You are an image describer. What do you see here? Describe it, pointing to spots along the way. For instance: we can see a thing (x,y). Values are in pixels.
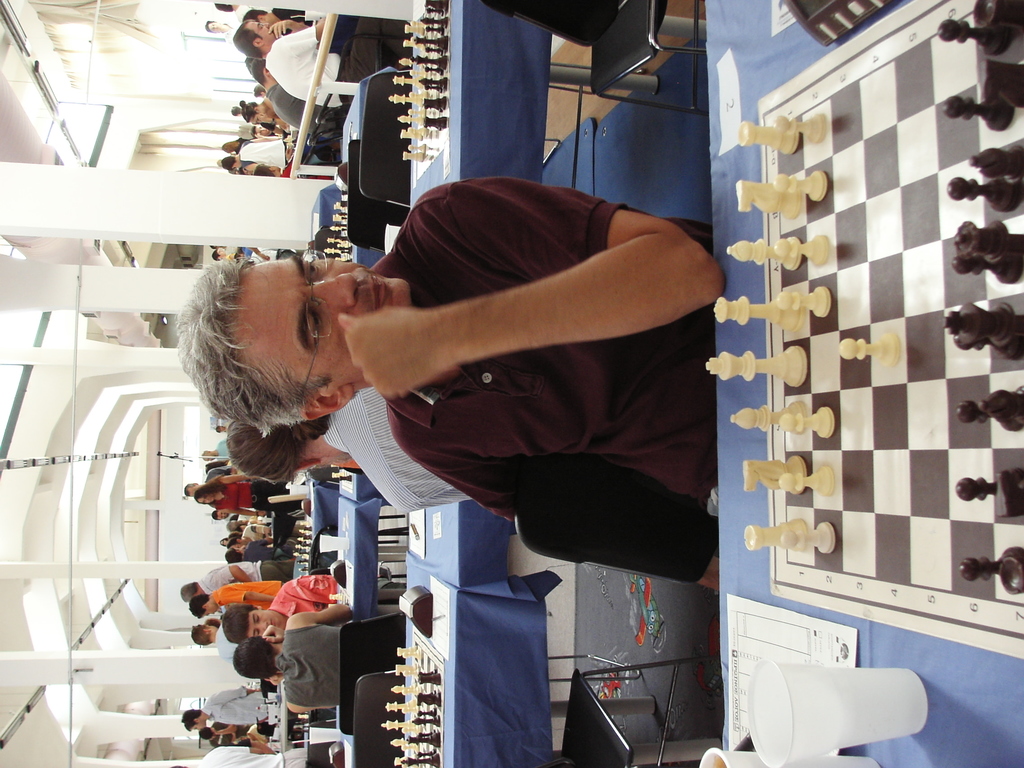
There are few people (327,594) sitting on the chairs (373,640) and few (214,579) are standing. This is a table (746,431) covered with blue color cloth (717,207). These are the chess coins (766,132) placed on the chess board (890,546), a tumbler (872,696), paper (780,648) placed on the table (944,651). At background (288,629) I can see people (328,659) playing chess, and I can find few chess boards (349,213) with chess coins (418,134) on the table (505,637). This is the pillar (83,573).
